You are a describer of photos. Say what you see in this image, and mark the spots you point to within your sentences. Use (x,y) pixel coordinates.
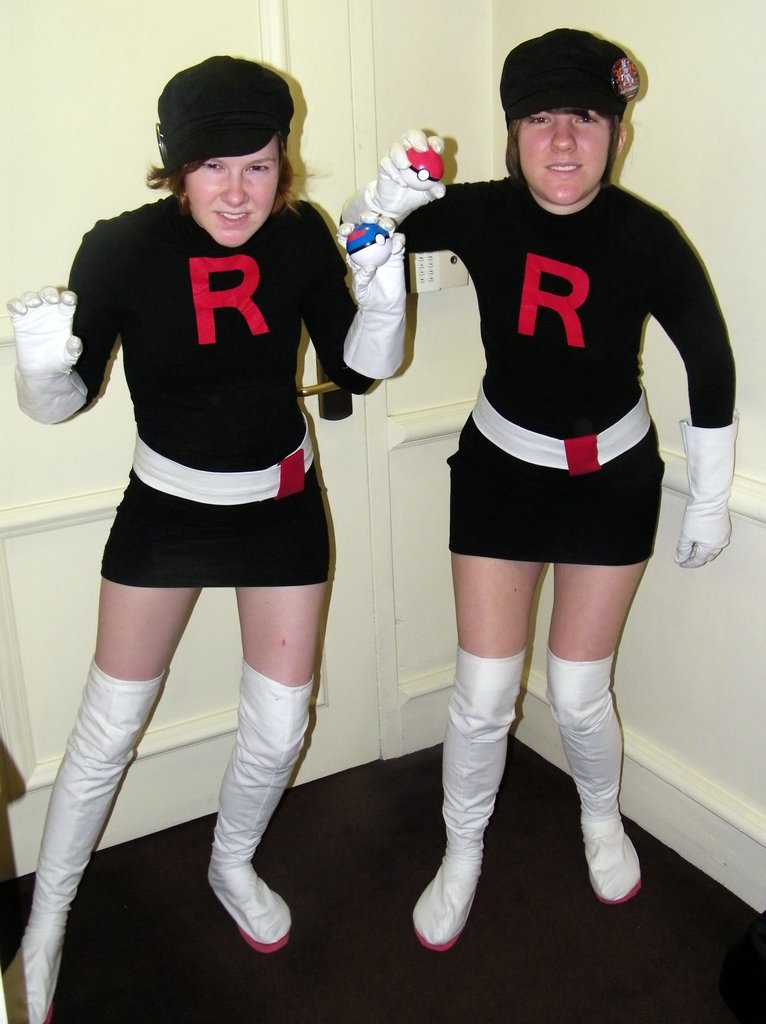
Two girls (714,515) are standing, they wore black color tops (561,347), white color shoes (460,834), gloves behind them there is the wooden wall (393,69).
